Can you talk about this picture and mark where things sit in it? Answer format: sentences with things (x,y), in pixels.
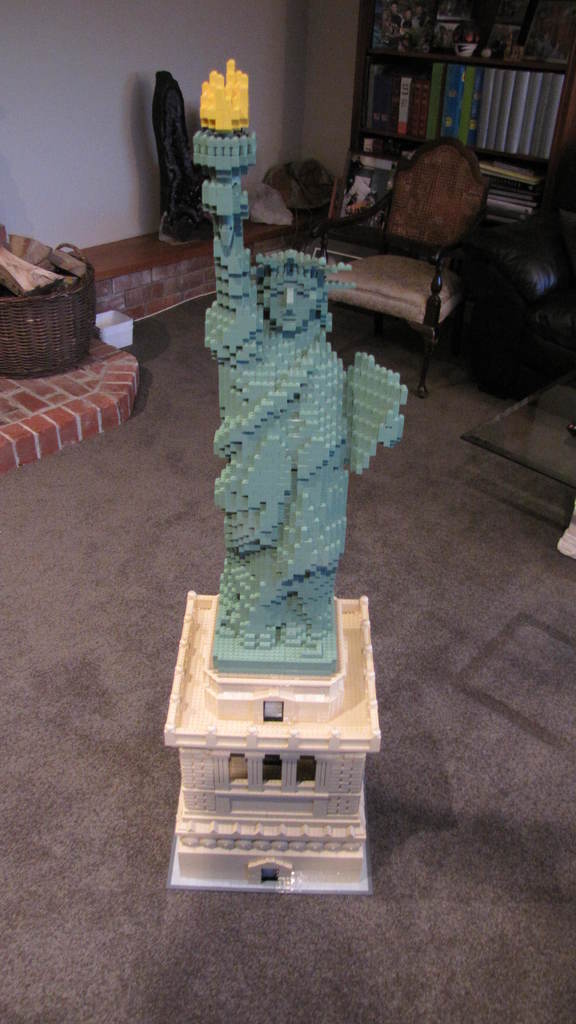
This is a statue (358,392) and there is a carpet (557,936) on the floor (123,857). In the background (78,330) we can see a basket (70,329), chair (403,208), sofa (506,353), rack (478,49), books (441,80), and a wall (94,74).
